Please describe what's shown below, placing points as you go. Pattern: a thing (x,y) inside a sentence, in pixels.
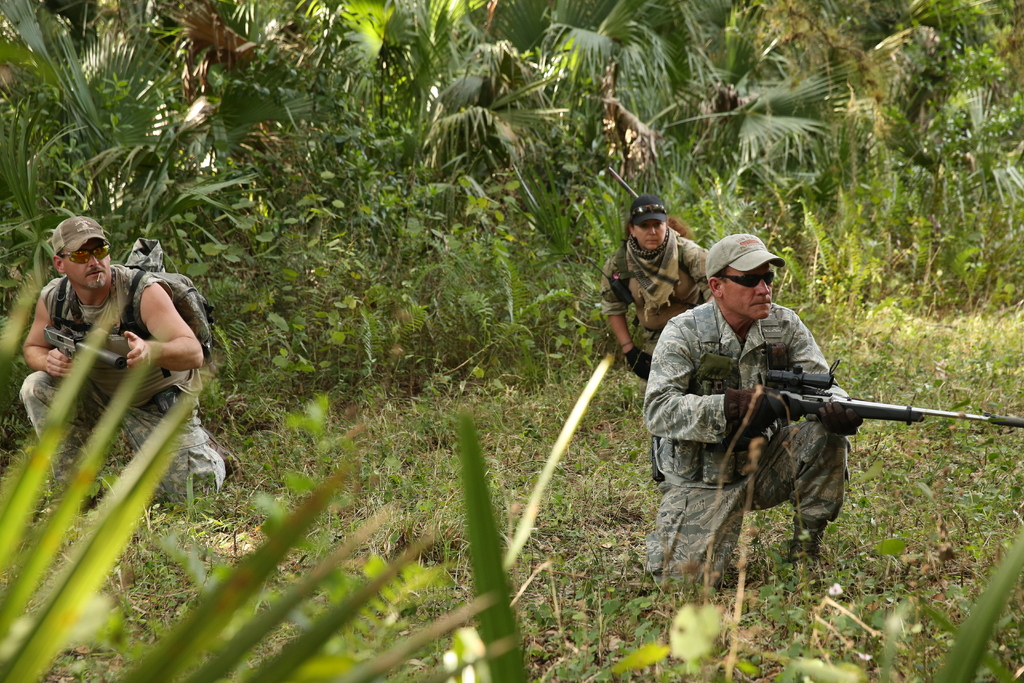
In this image we can see people (795,337) holding rifles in their hands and we can also see trees (877,37), plants (221,216) and grass (566,561).
